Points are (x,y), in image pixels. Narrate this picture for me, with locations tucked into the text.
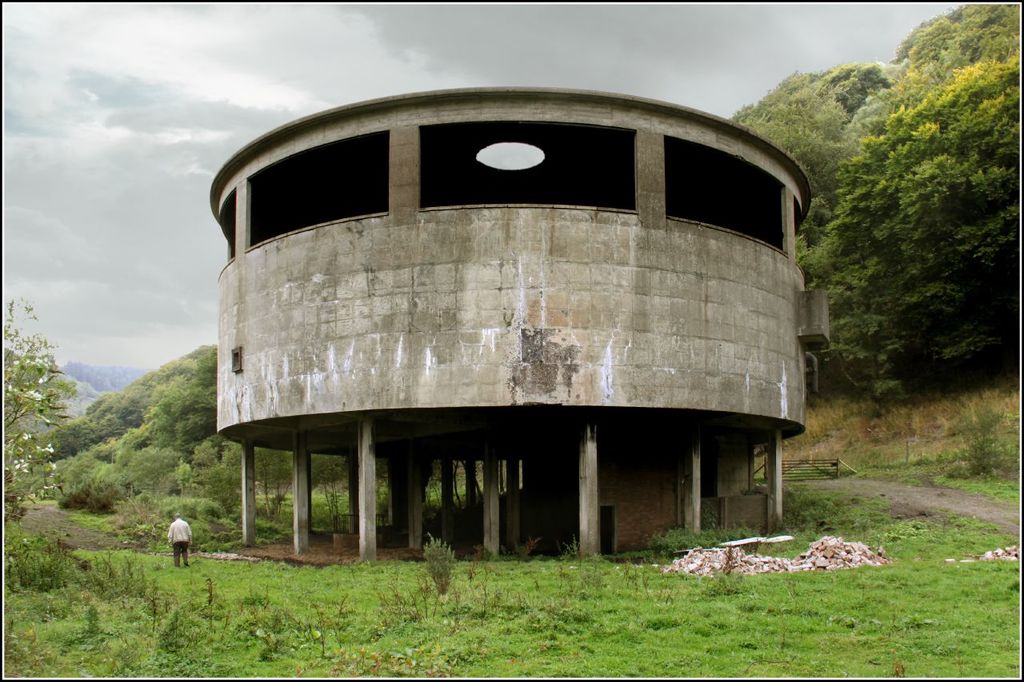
In the center of the image (421,366), we can see a fort (437,413) and there is a person (177,562) standing. In the background (864,265), there are trees (878,277) and at the bottom (399,573), there are plants (561,570) and stones (743,562) are on the ground (703,613).
